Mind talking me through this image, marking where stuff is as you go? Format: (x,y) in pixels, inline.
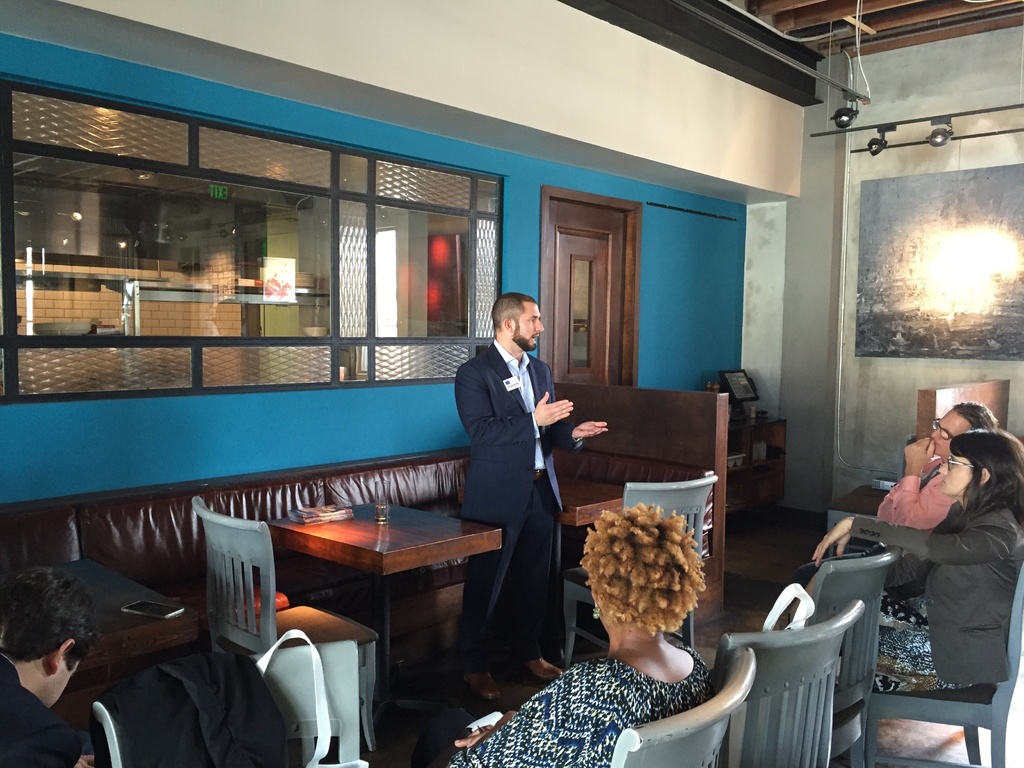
In the picture we can observe one man (508,468) is standing and taking the speech to everyone who are sitting and listening. They are few people (614,624) sitting and listening the speech backside they we can see the glass wall (260,336) and one door (569,294).
